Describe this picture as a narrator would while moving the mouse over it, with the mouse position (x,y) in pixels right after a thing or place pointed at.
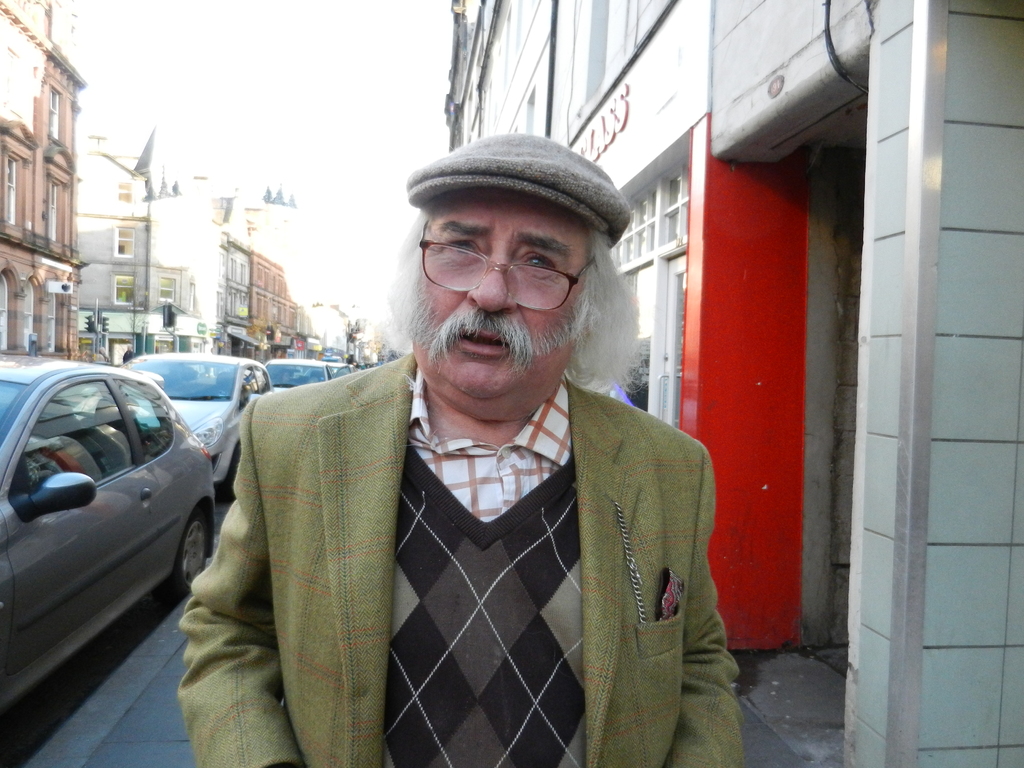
In the middle of the image (472,440) there is a man (331,444) with green jacket (328,455), black and white checked jacket (463,577), and also a shirt (499,475) with white and brown checks (499,475) is standing and there is a hat (513,185) on his head (503,233). He kept spectacles (514,282). To the right side of the image (763,288) there is a building (929,147) with white tiles (983,219), walls (762,356) and glass doors (675,339). And to the left side of the image (159,445) there are few cars (62,482) on the road (75,671). And also there are buildings (144,303) with walls (44,281), windows (9,201) and pillars (17,298). To the top of the image (321,179) there is a sky (296,125).
